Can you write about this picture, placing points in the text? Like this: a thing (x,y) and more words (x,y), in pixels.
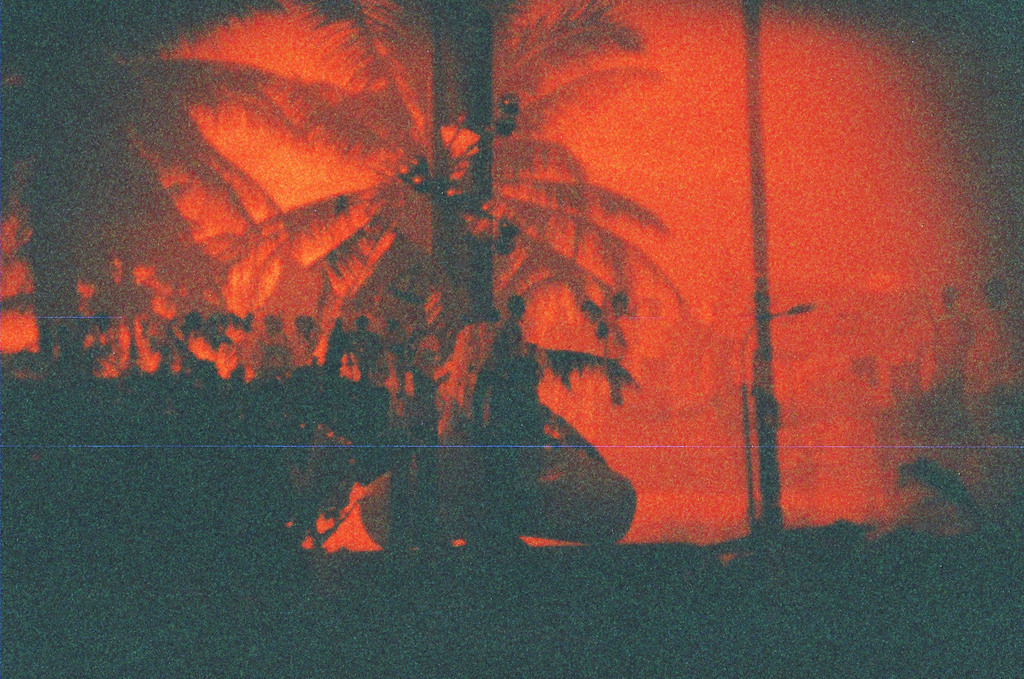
In this image there are trees (441,263) and a pole (769,463) and this is a edited image.
